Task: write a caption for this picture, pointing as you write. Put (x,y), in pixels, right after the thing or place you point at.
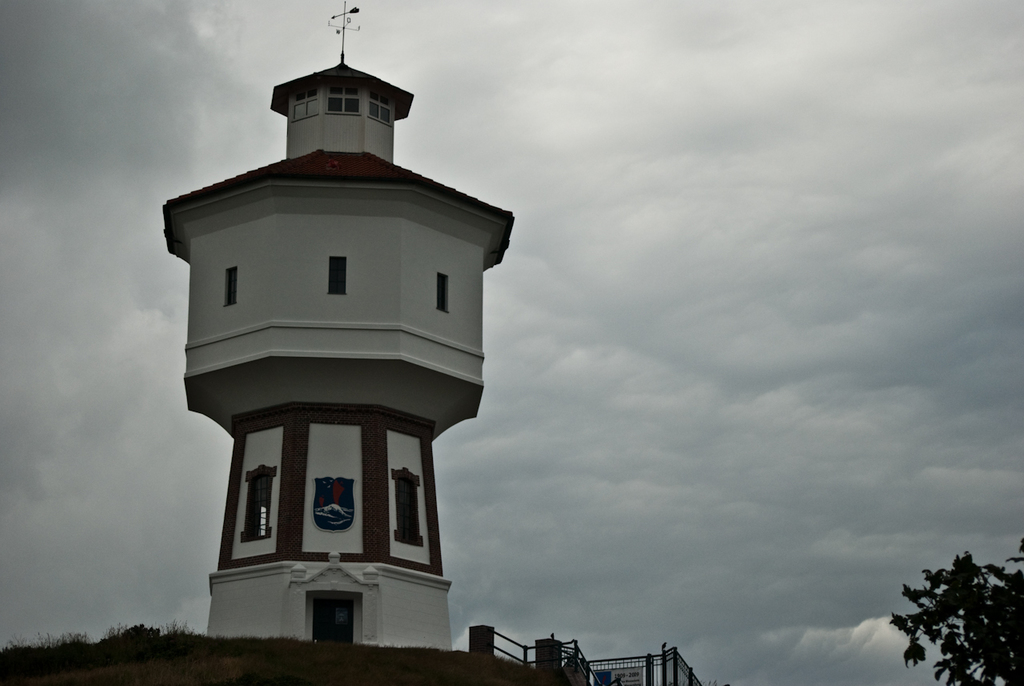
In this image I can see a building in white and brown color, background I can see plants (908,592), and the sky (773,423) is in white and gray color.
